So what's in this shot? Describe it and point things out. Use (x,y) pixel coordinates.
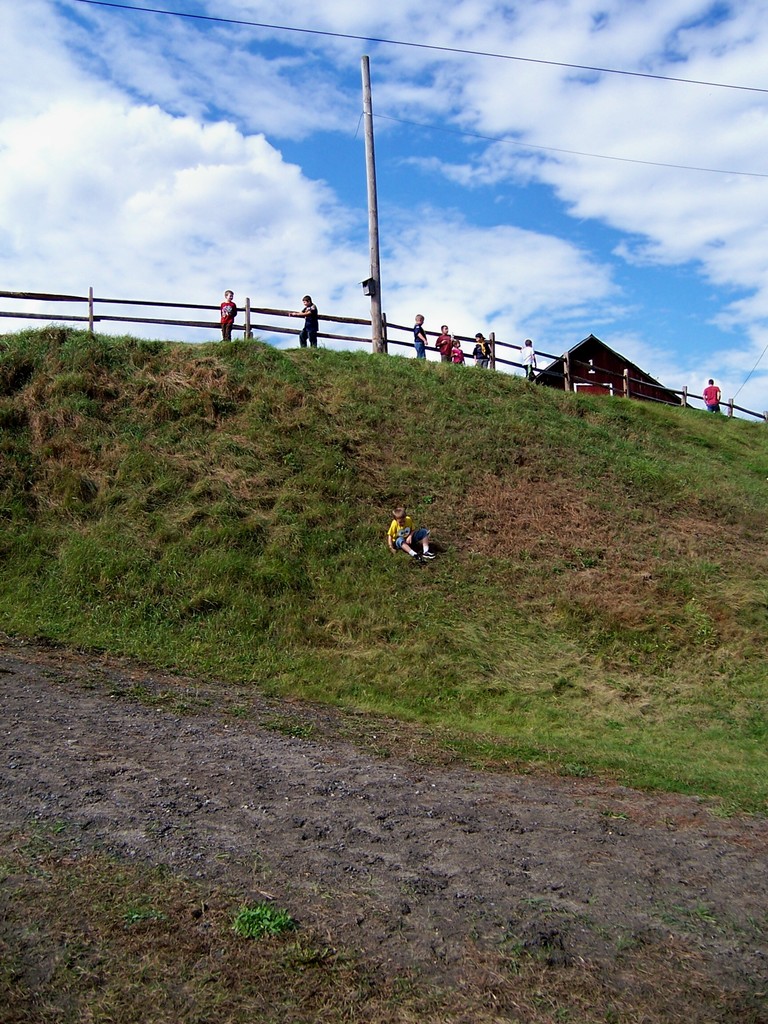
Here we can see grass (482,637), fence (322,337), pole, house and people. Background (381,15) we can see cloudy sky (175,91).
